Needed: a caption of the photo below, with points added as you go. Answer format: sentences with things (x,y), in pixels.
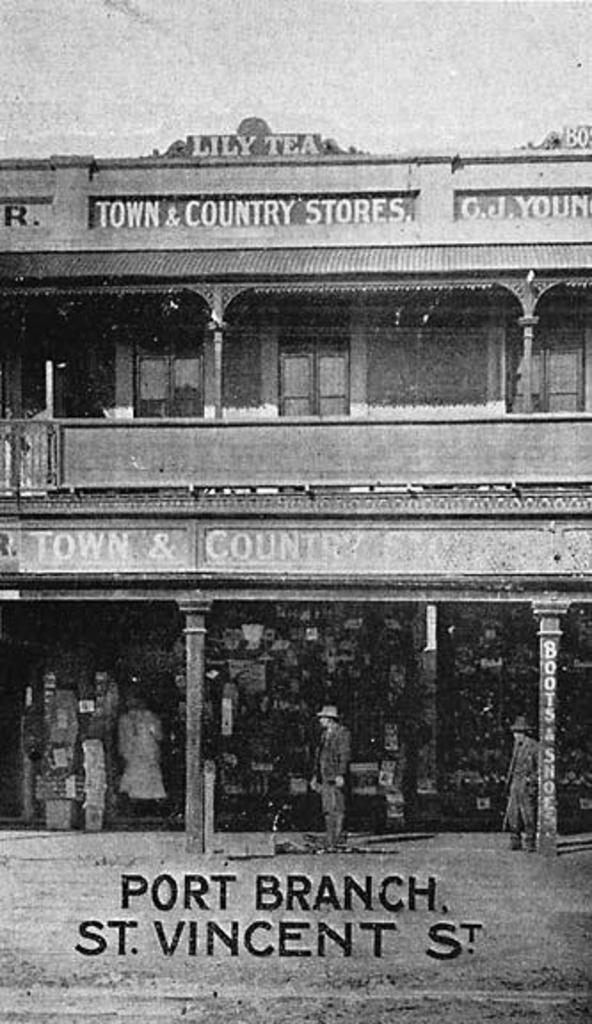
This is a black and white image. In this image we can see a building (481,550) with windows (296,380), the sign boards (296,539) with some text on it, pillars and some dresses (152,738) hangs under a roof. We can also see some people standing on the ground (512,975), the sky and some text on this image.
